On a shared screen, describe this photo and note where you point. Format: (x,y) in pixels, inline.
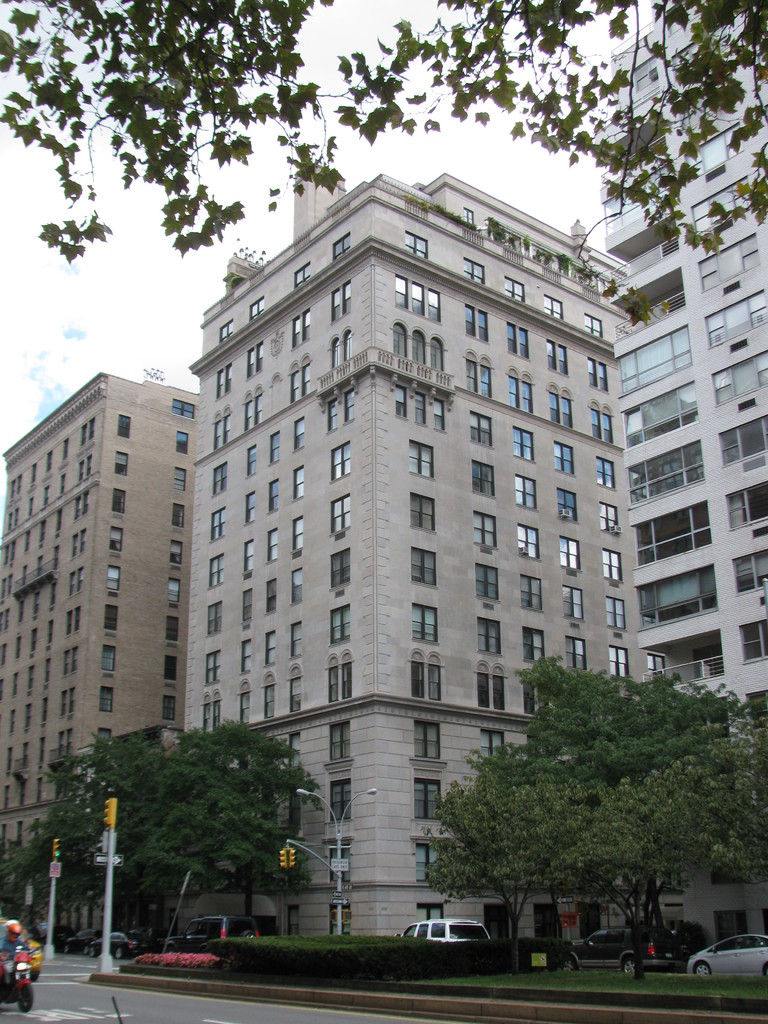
In this image there are vehicles (170,943) on the road (210,1009), and there are signal lights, boards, lights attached to the poles (48,952), plants (402,968), trees (475,802), buildings (465,747), and in the background (244,237) there is sky (183,323).
